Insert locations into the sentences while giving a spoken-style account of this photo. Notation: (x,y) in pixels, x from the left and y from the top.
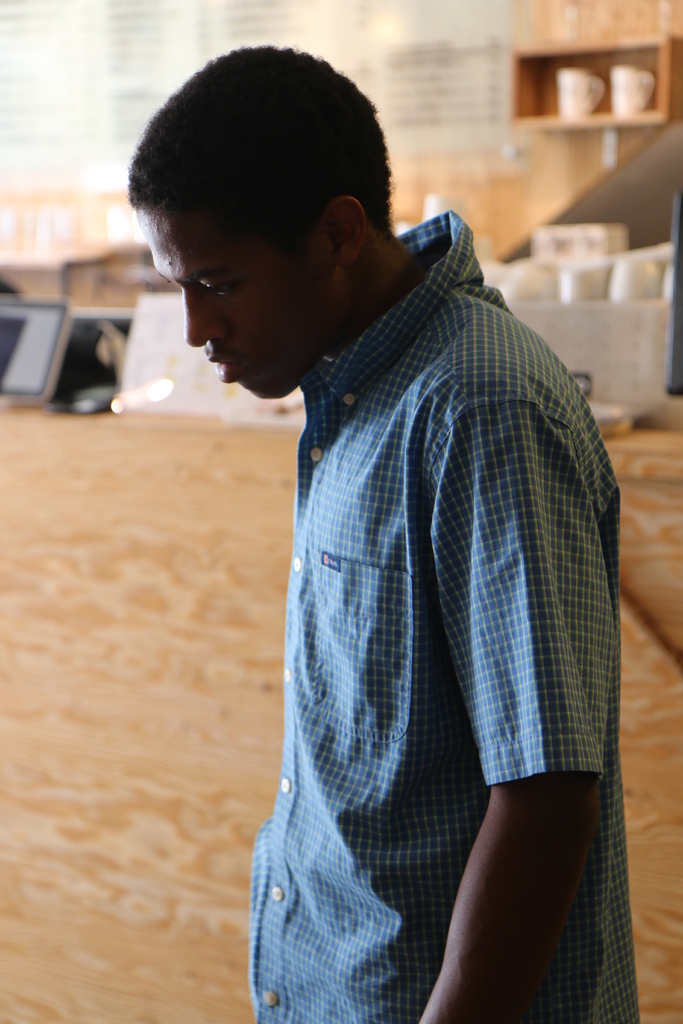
In this image in the foreground (415,422) there is one person (393,376) who is standing, and in the background (525,267) there is a wall (330,15) and some objects (581,259). On the right side (556,112) there is one cupboard (663,72), in the cupboard (553,103) there are two cups (593,103). At the bottom (152,817) there is a wooden counter (259,784).
